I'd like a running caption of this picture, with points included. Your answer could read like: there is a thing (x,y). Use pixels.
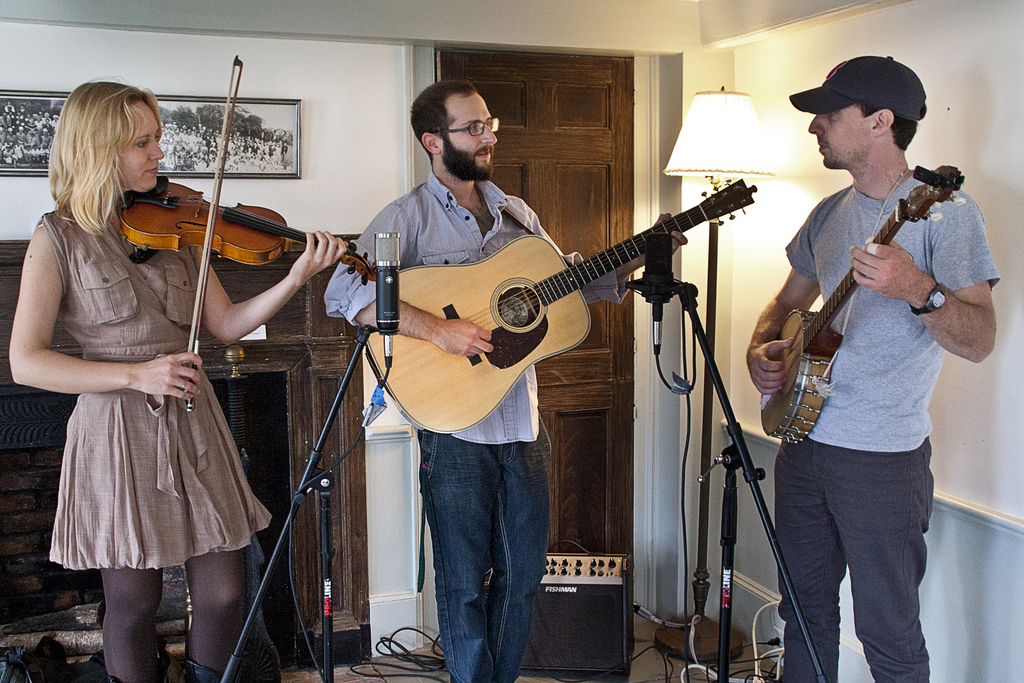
This image is clicked inside a room (191,355). In this image, there are three persons (102,254). To the left (140,298), there is woman (78,431) wearing brown dress (204,409) and playing violin (139,224). To the right (906,283), the man (836,164) wearing cap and watch (933,305). In the middle, the man (462,489) is wearing gray shirt (544,237) is playing guitar (548,290). In the background (281,87) there is a door (472,51), wall (360,56) and photo frame (287,152).
